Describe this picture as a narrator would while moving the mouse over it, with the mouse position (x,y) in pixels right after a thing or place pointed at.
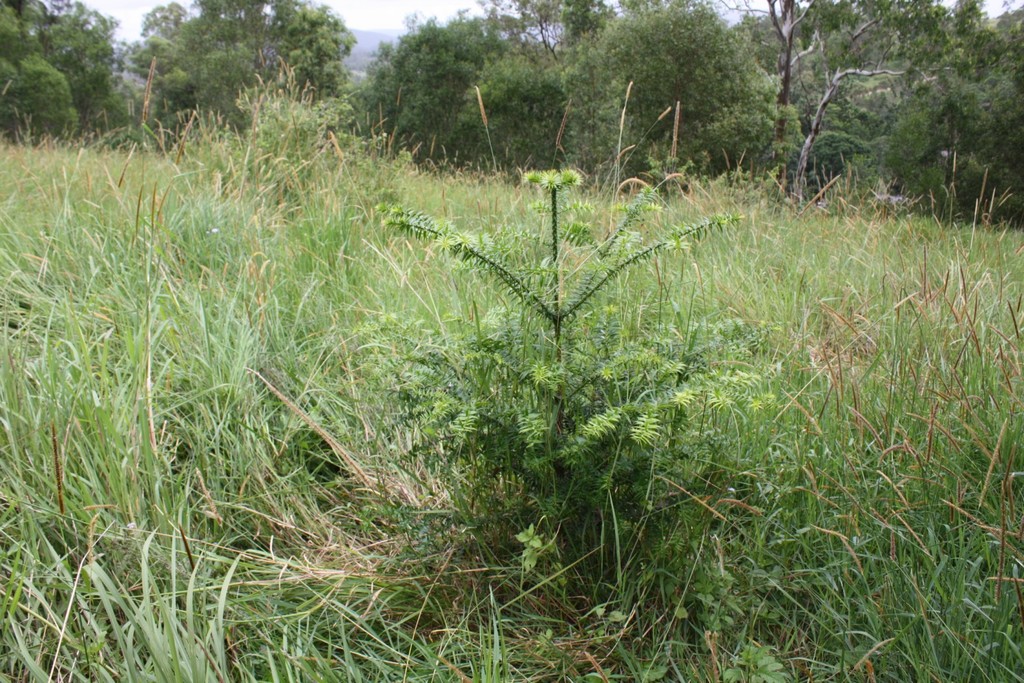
In this image in the front (345,409) there is grass (345,408). In the background (380,60) there are trees (191,104) and there is an object (388,35) which is visible in the background (373,43).
